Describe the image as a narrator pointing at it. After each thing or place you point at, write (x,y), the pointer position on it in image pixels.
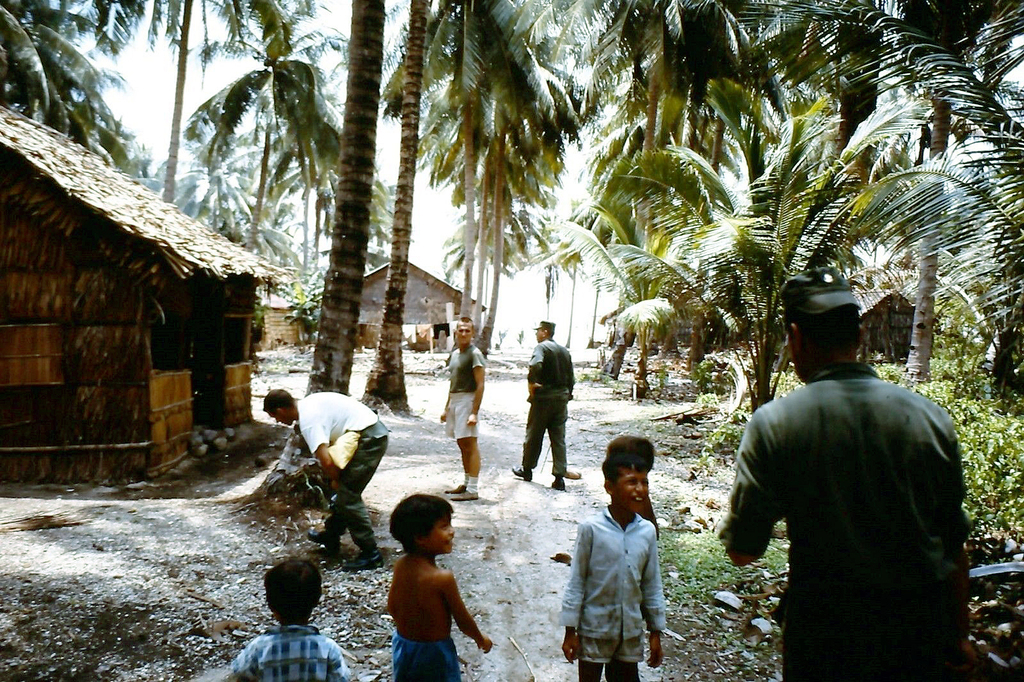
In the image there are few kids (407,508) and four men (537,389) around them there are tall trees (701,167), plants (721,356) and some huts (46,293).
